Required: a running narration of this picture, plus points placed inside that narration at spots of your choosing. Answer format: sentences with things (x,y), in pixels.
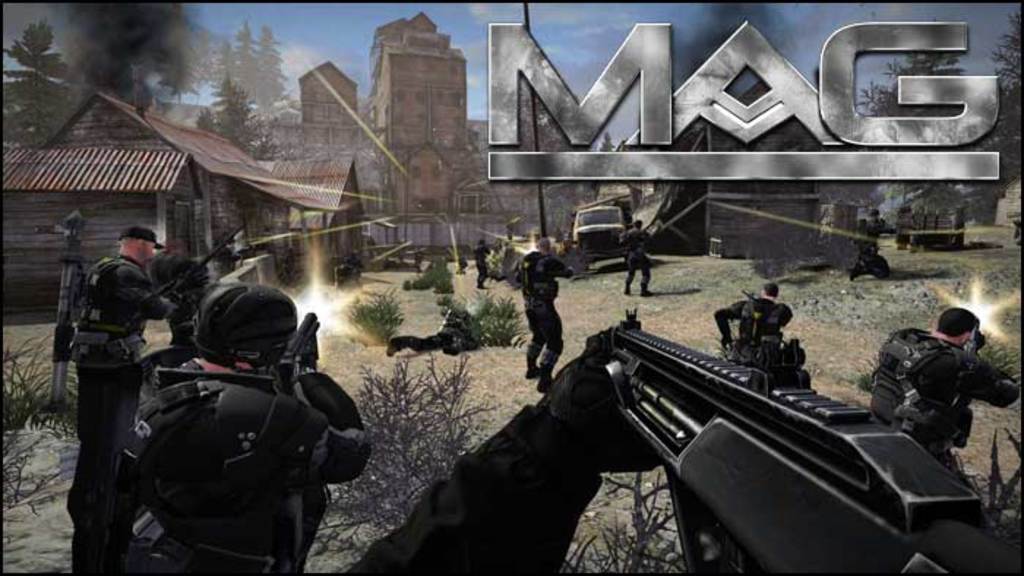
This image looks like it is animated. In this image, there are many persons (545,383) holding guns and firing. At the bottom (42,396), there are plants (15,388). In the background (168,197), there are houses (152,204) and buildings (697,241) along with text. At the top (348,44). there is sky (475,4). On the right (818,105), there is a text (799,116).
